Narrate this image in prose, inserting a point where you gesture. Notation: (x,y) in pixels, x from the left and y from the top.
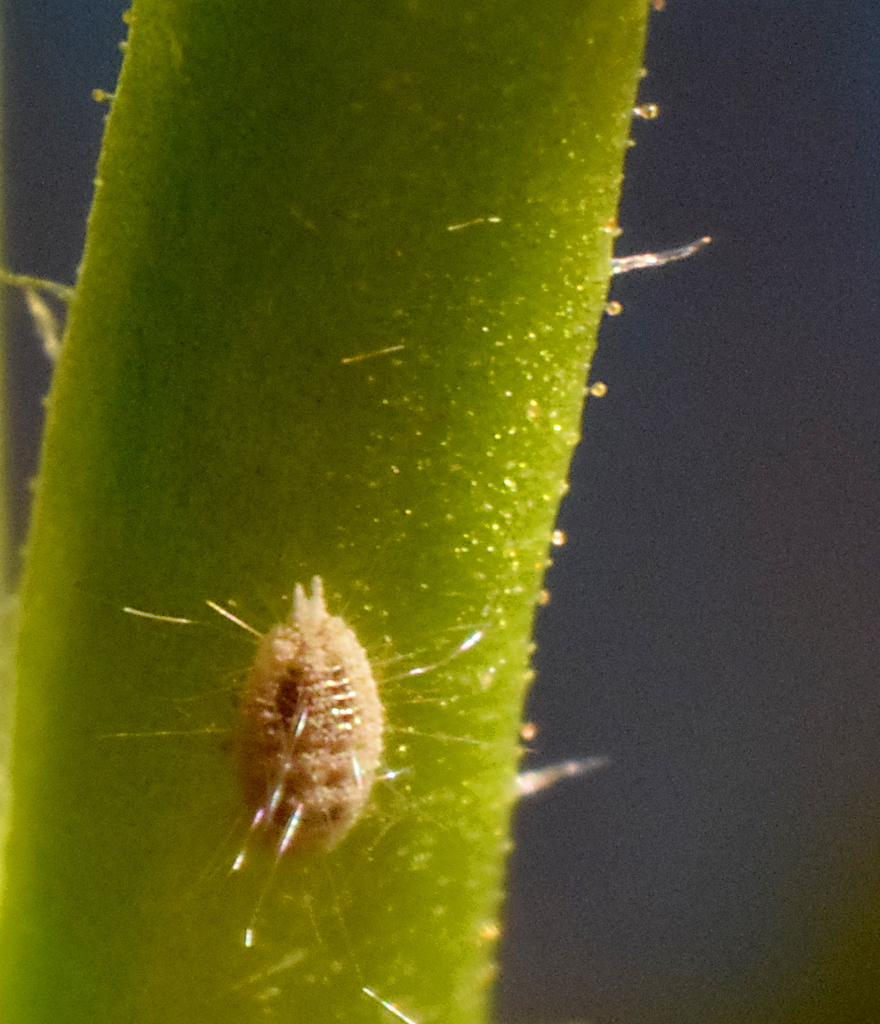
In the image there is a green color stem (478,573) with an insect (321,787) on it. Behind that there is a black background (785,128).
